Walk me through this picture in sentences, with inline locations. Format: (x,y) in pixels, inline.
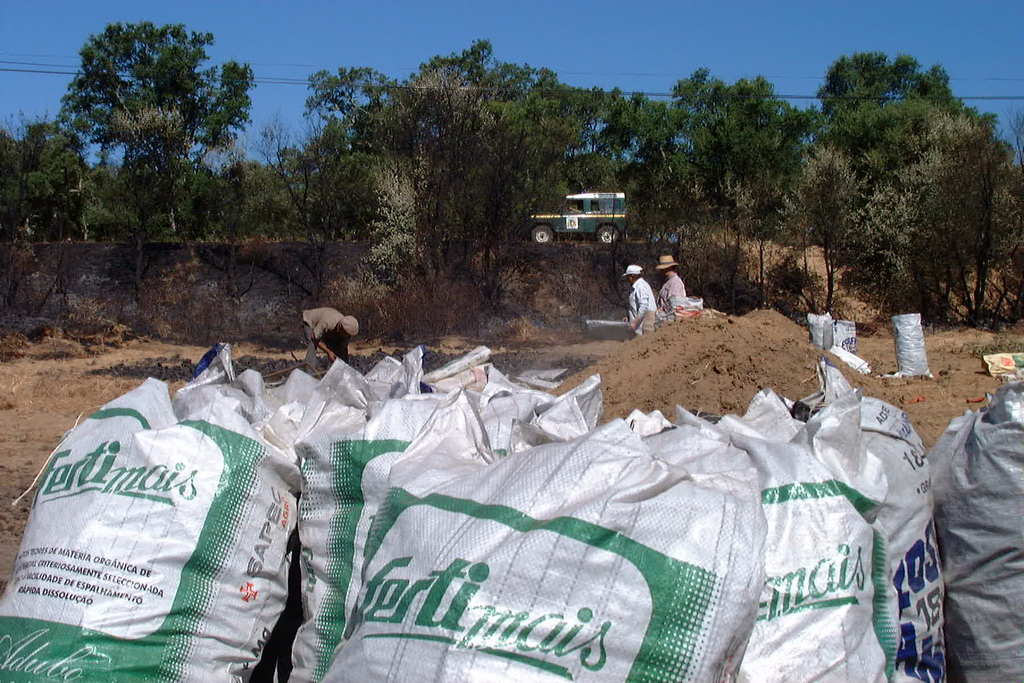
In the picture we can see the mud bags (548,556) and behind it, we can see two people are standing near the mud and one man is working near it and in the background (856,60) we can see the trees (168,83), vehicle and the sky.
